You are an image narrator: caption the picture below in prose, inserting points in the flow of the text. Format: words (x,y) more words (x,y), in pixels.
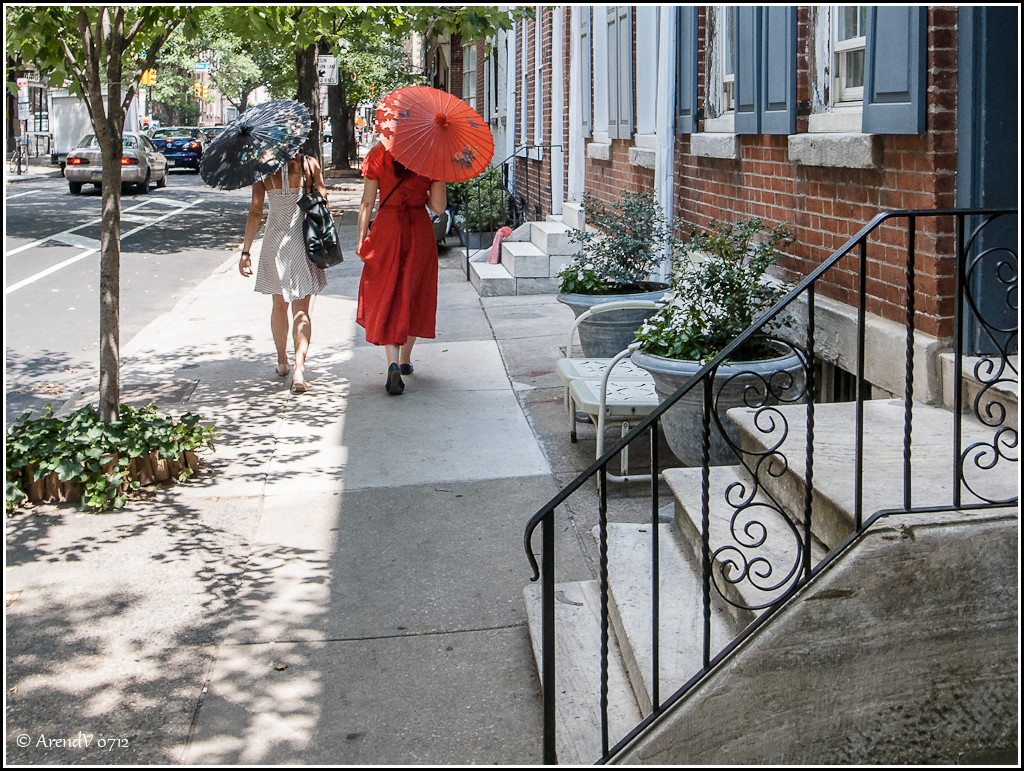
In the picture I can see two women (364,277) walking and holding an umbrella (382,108) in their hands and there are few plants (576,283) and buildings (681,148) in the right corner (732,180) and there are few trees (311,13), vehicles (78,182) and buildings (37,115) in the background (80,126).
